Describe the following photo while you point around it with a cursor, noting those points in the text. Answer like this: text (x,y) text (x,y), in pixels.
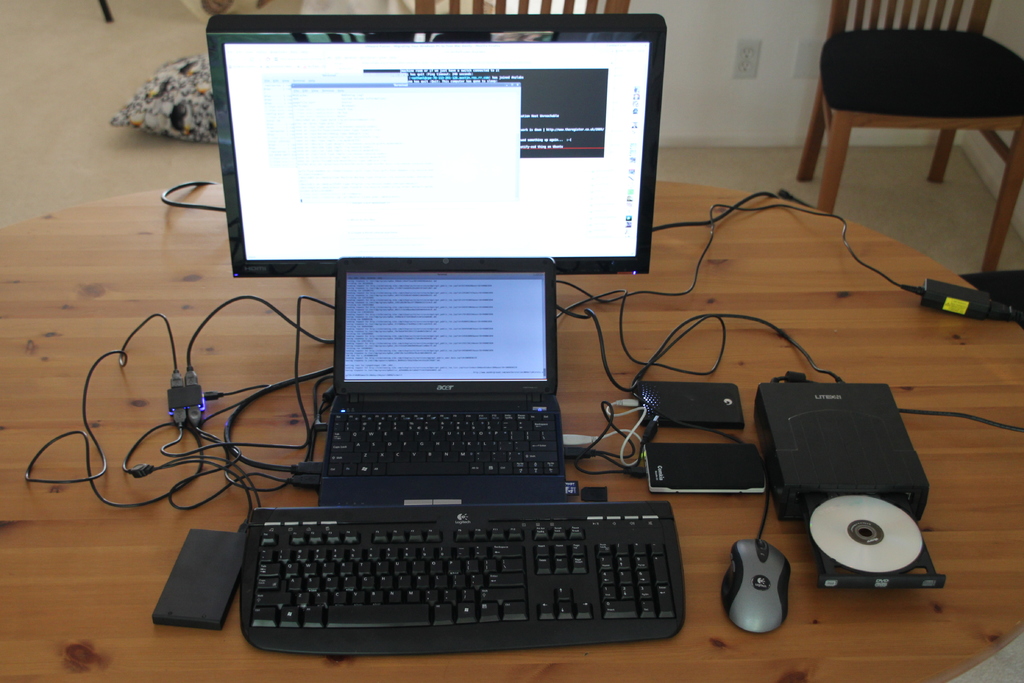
In this image In the middle (676,358) there is a table (740,366) on that there is keyboard (435,588), mouse (761,578), hard drives (703,478), laptop (442,445), monitor (413,187) and wires (202,429). In the background (889,185) there are chairs (836,113), pillow (192,82), wall (795,28) and floor (124,63).
